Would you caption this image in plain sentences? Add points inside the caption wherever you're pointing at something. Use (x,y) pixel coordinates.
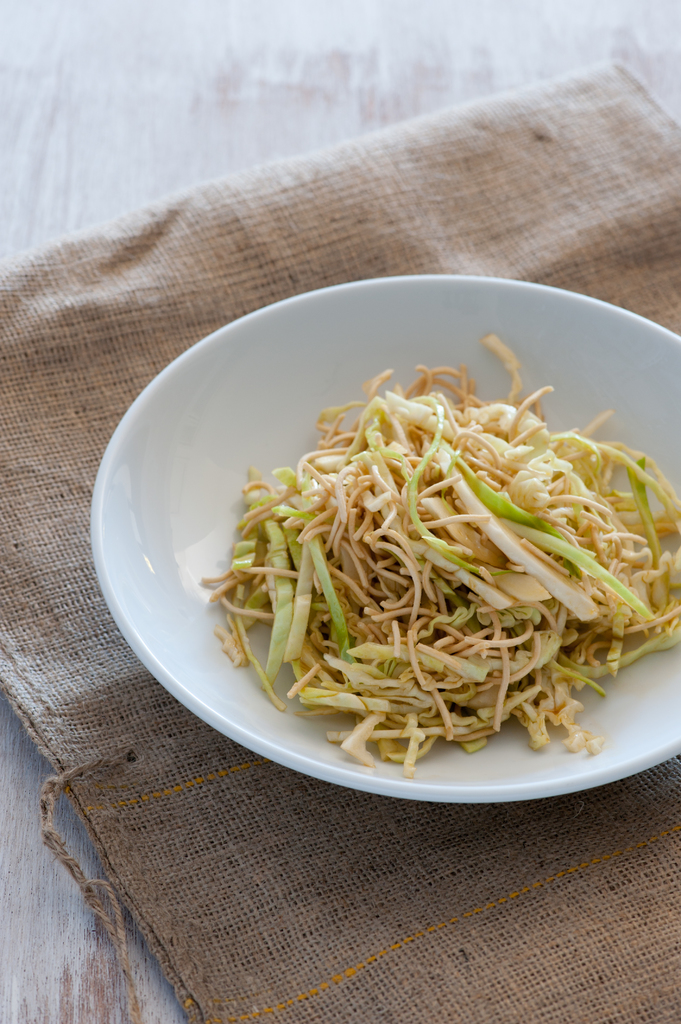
In this image there is a food item (313,567) on a plate (296,467) which is placed on the cloth (114,334) on the table (70,954).
